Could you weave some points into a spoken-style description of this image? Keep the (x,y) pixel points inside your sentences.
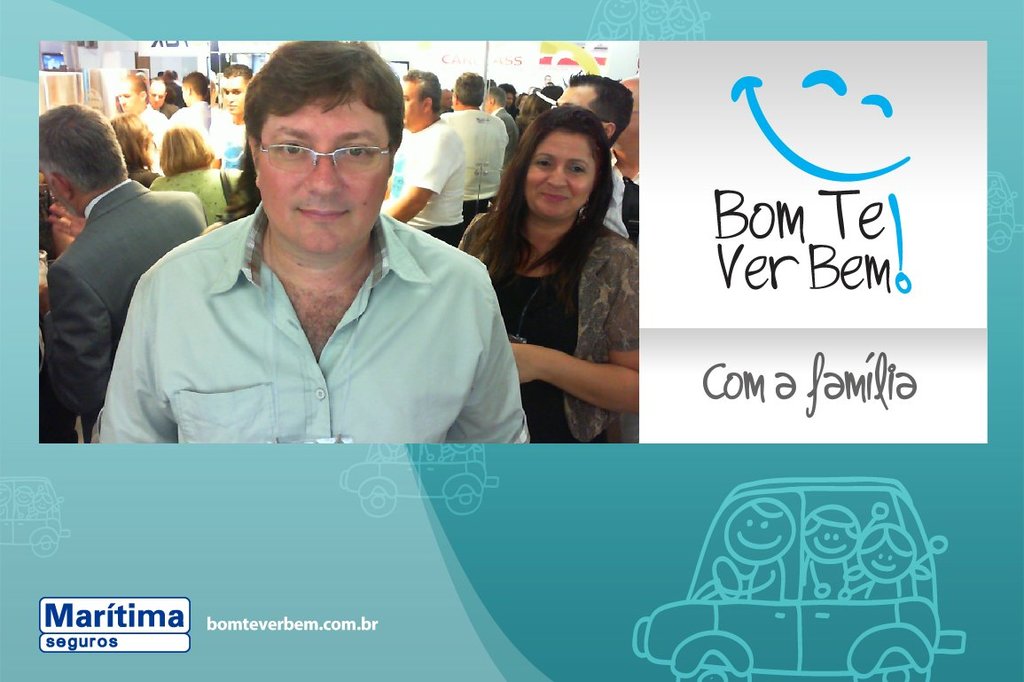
In this image we can see a poster (334,20), there are group of persons (336,216) standing, and smiling, there is notes (718,253) on it, the background (559,450) is in blue color.
